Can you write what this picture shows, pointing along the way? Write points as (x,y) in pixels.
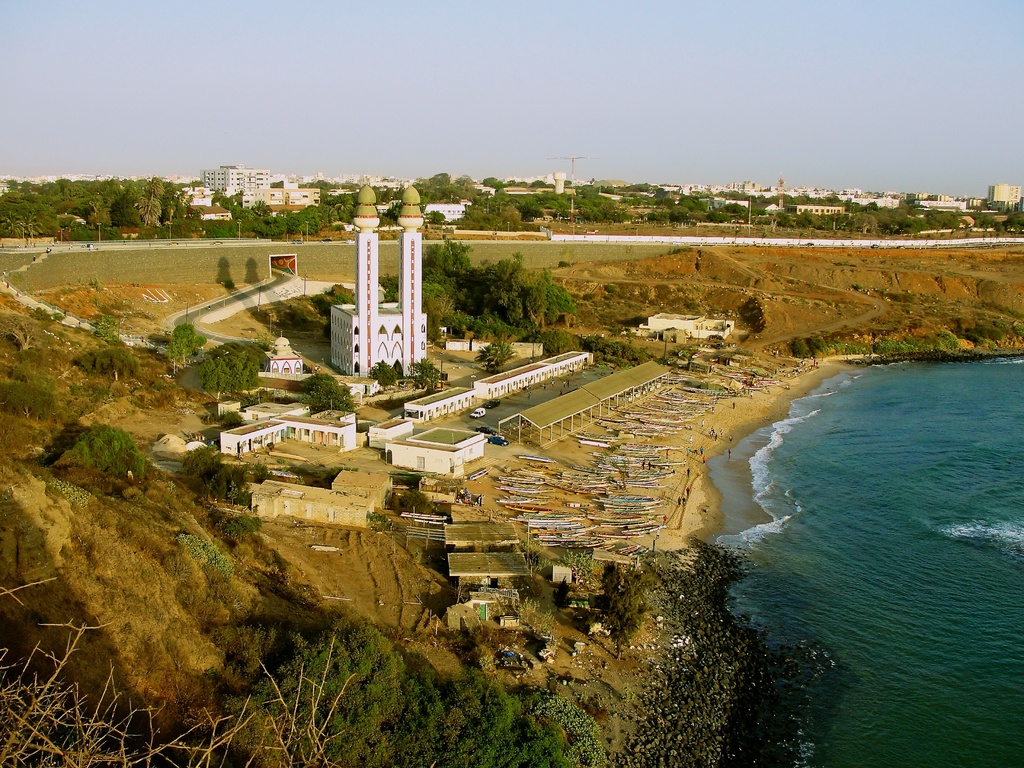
In this image I can see few boats (589,444) and I can also see few buildings (394,331) in white color, trees (386,655) in green color, few electric poles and I can also see the water (855,529), background (919,91) the sky (559,68) is in white color.
